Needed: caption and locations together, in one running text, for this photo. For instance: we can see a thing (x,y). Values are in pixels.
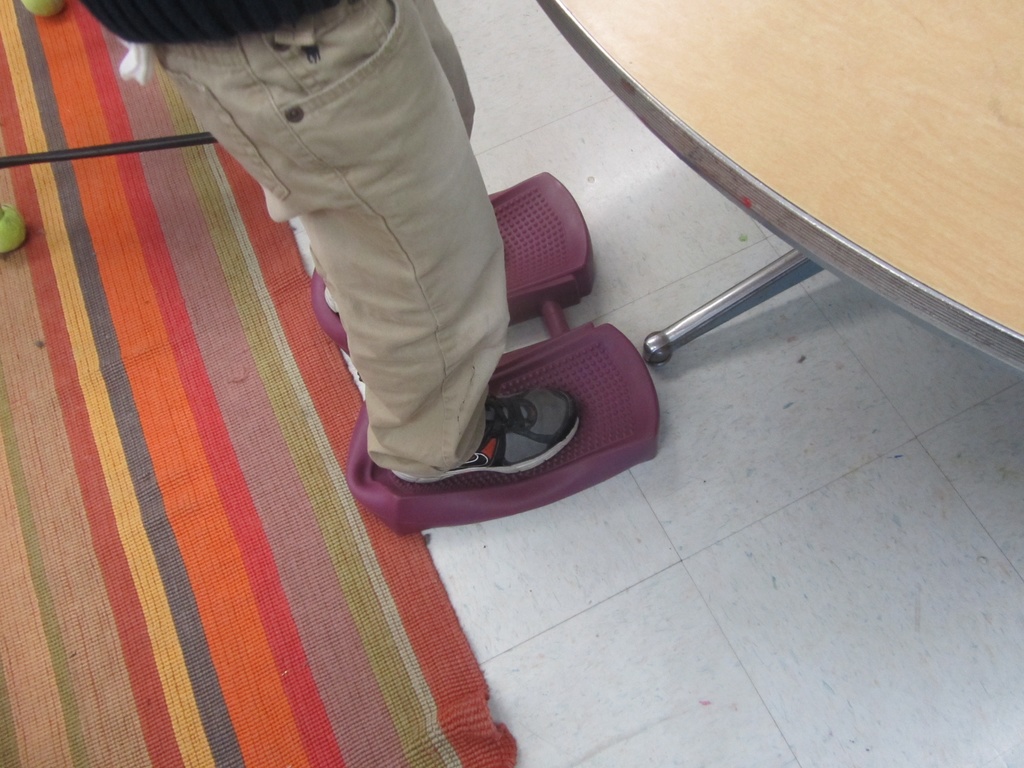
In this image we can see a person (491,398) standing and wearing shoes (539,424). And we can see the wooden surface (822,203). And we can see the floor (720,606).
